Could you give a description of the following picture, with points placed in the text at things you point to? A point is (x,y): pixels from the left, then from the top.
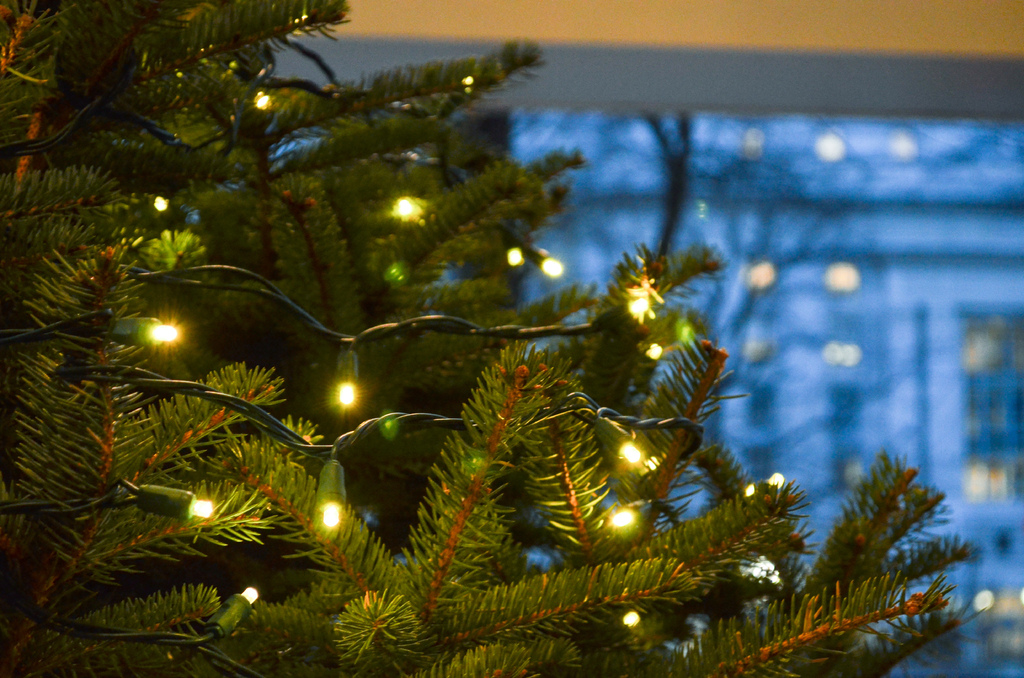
In this picture in the front (276,321) there is a tree (470,435) and on the tree (241,511) there are lights (194,504) and the background (864,363) is blurry.
